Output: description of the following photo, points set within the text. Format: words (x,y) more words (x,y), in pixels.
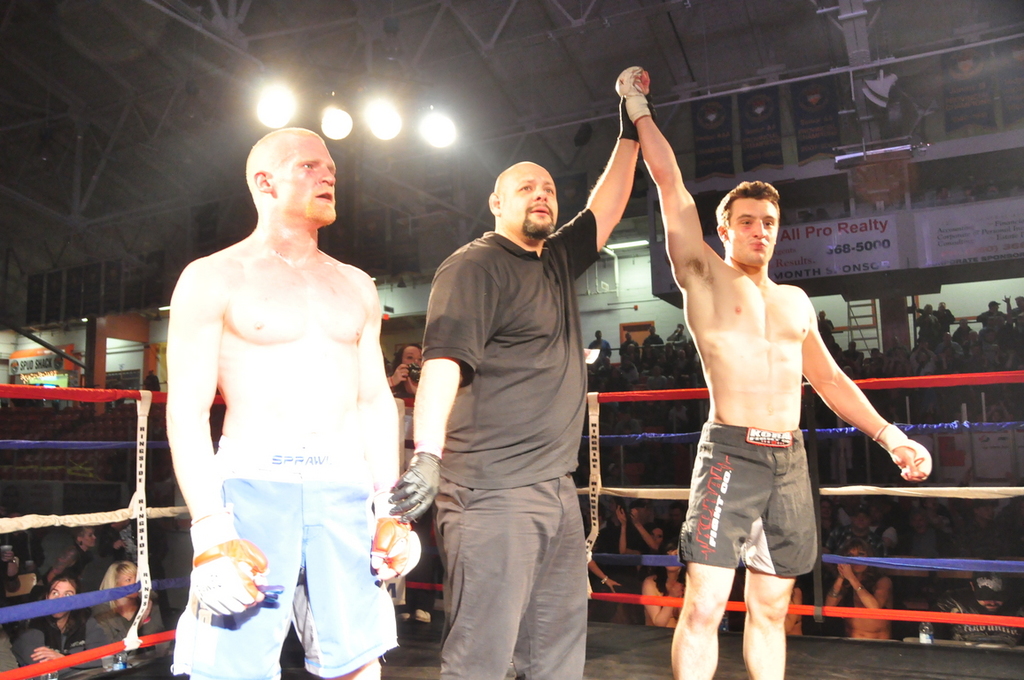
In the middle (528,429) a man (548,346) is standing he wore a black color dress (527,391), beside him there is another man (773,294) also standing, in the middle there are lights (284,118) at the top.
